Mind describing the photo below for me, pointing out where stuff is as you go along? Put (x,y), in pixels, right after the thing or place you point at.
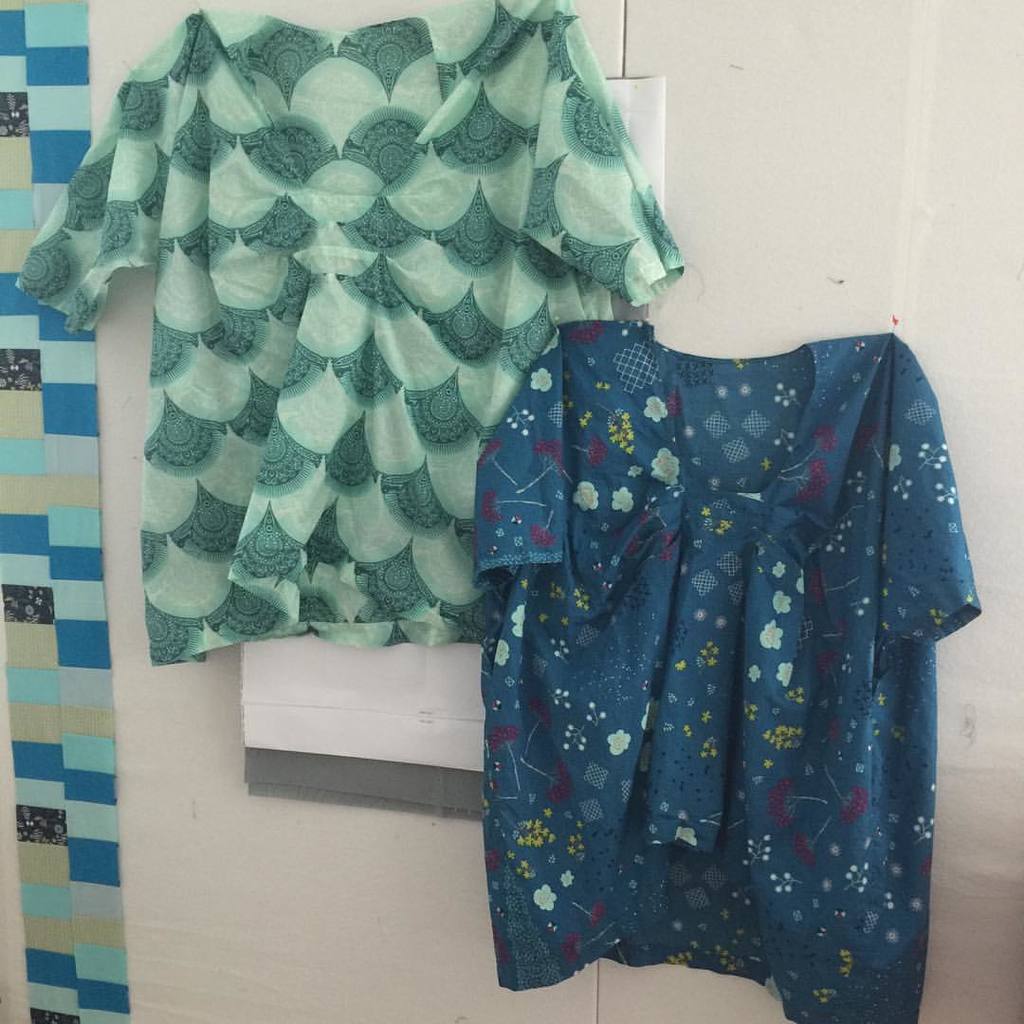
In this image we can see there are two shirts (377,389) hung on the wall (1002,542) and on the left side of the image (88,841) there are color blocks (18,444) on it.
